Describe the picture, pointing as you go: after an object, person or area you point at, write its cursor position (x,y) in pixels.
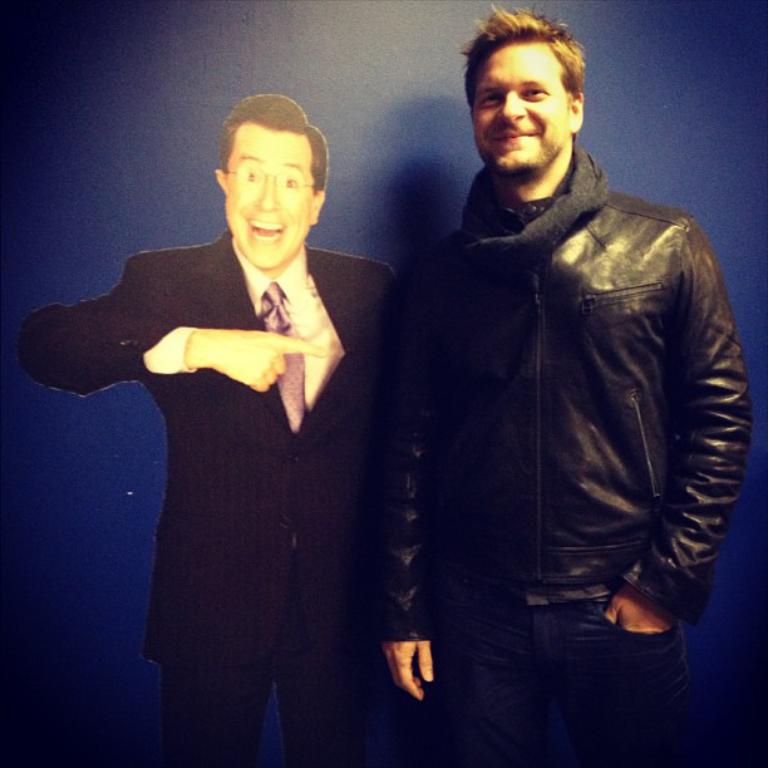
In this image, we can see a person (541,538) is standing near the blue color board (370,170). He is watching and smiling. Beside him, there is a poster (243,448) on the blue color object (39,484). He is a suit (259,451), watching and smiling.
